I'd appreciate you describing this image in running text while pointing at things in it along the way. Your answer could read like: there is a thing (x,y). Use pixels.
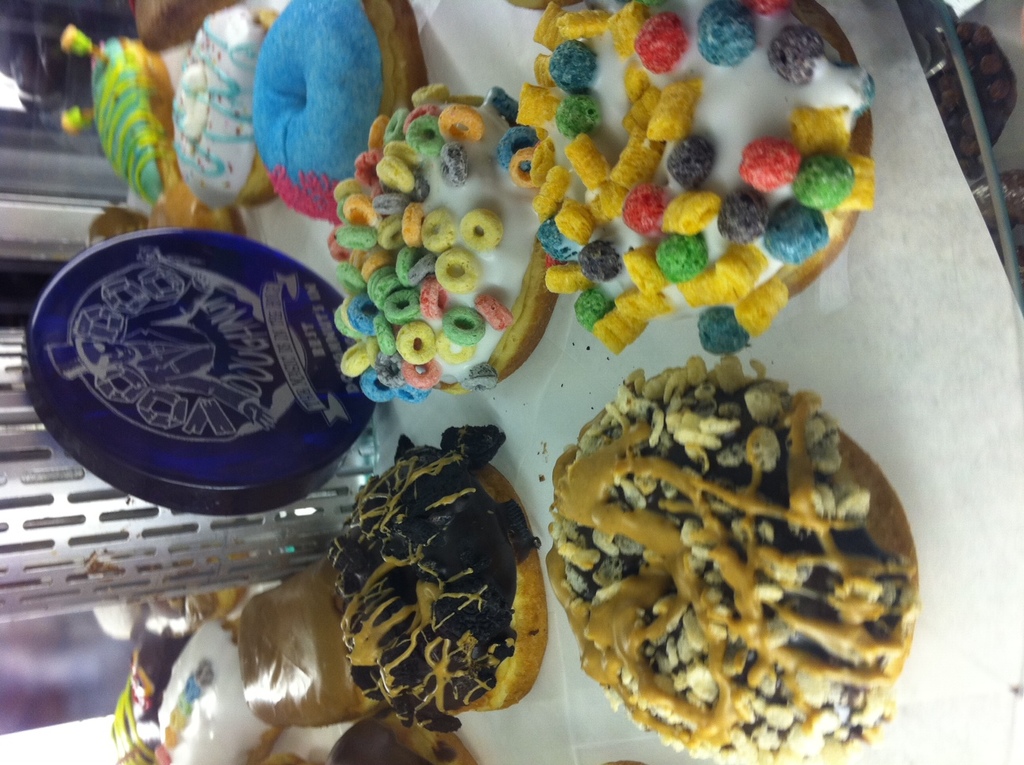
In this image I can see food items (493,218) in different colors and blue color object (295,378). They are on the white color surface (897,451).
